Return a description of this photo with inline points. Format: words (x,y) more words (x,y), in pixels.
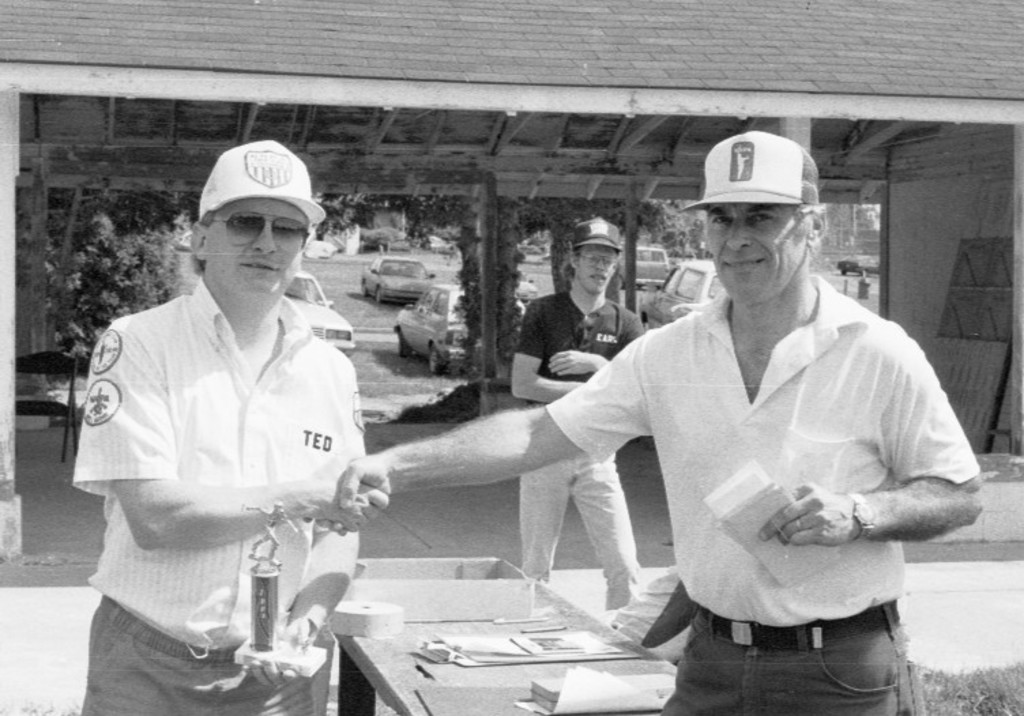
This picture shows few men (698,312) standing and they wore caps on their heads (783,251) and couple of men (402,474) shaking hands (347,487) and we see man (252,699) holding a memento (270,508) in his hand (304,611) another man (746,592) holding papers (728,494) in his hand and we see cars (385,275) parked on the back (669,251) and we see trees (459,233) and a building (872,129) and we see one man (291,248) wore sunglasses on his face (276,249) and we see papers (514,650) on the table (349,702).
